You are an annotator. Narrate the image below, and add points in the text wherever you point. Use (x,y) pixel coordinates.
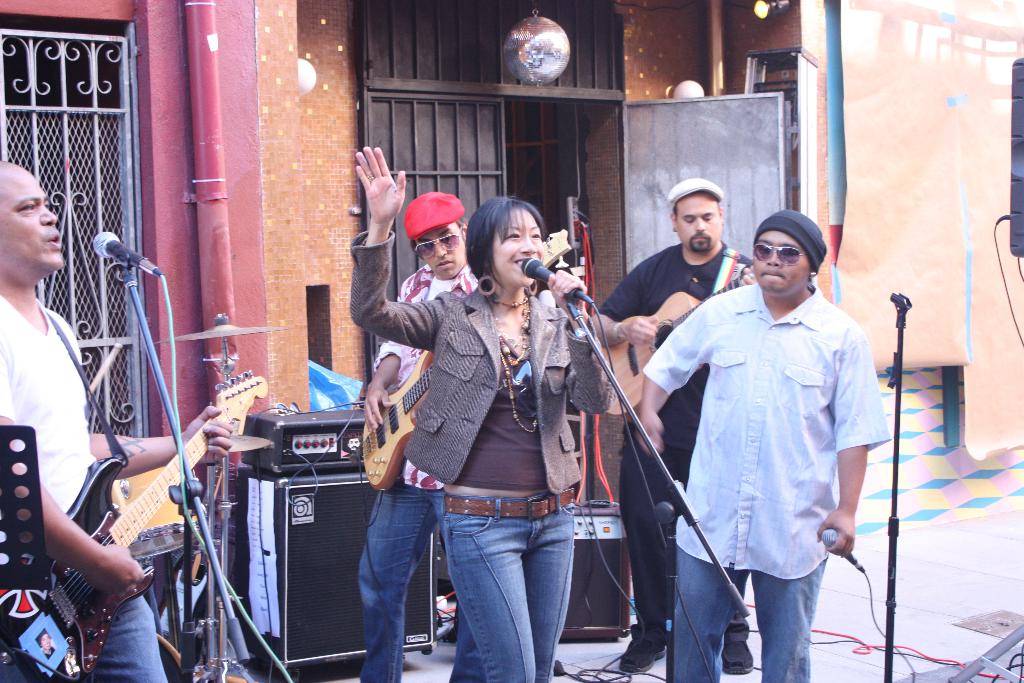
In this image I can see a woman (515,438) standing and singing a song. In the background (645,304) three men (631,329) are playing the guitars (114,530). On the right side of the image (767,463) there is a person (767,428) standing and holding a mike (829,539) in his left hand (844,523). In the background (497,166) I can see a building (628,148).
